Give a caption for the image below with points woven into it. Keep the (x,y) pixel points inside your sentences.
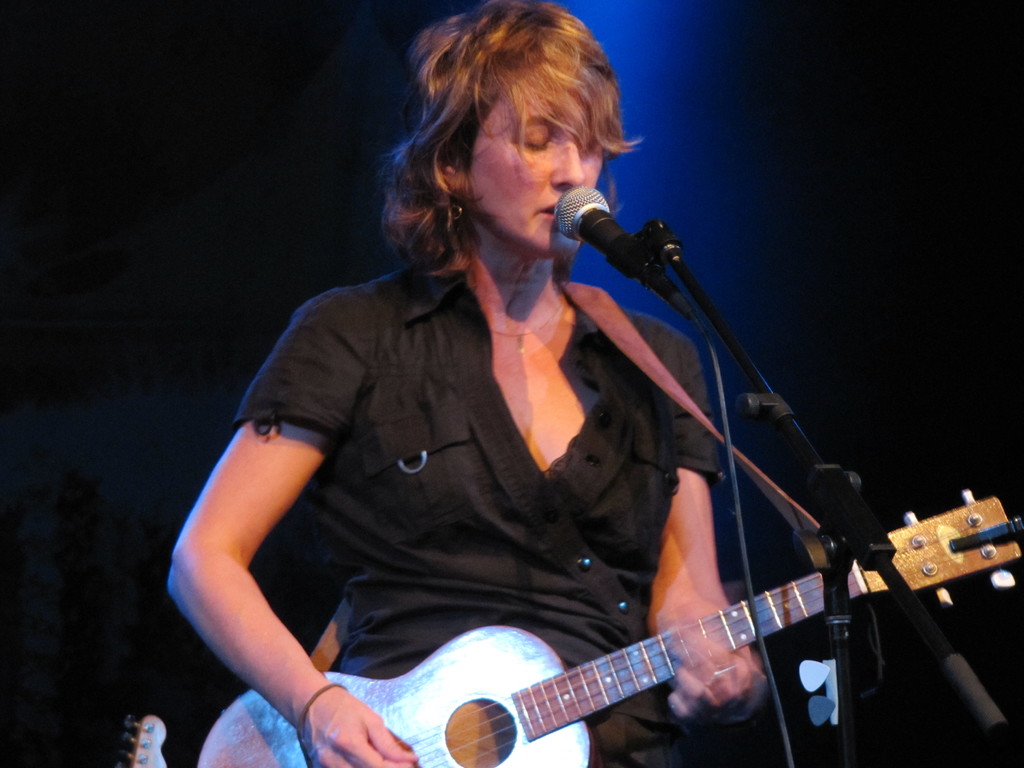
In the image we can see there is a woman (480,563) who is holding guitar (583,679) in her hand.
